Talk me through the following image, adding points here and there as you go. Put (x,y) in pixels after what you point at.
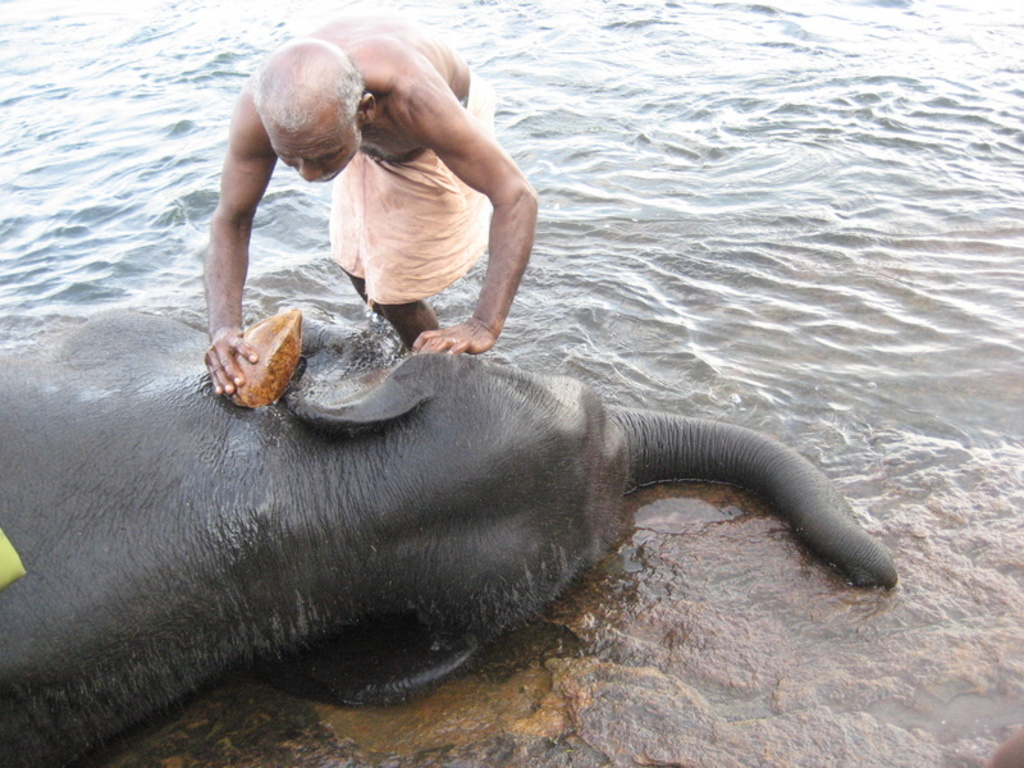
Here we can see an old man (378,182) and in front of him we can see an Elephant (50,720) lying and you can see water (873,54) behind them he is probably washing the elephant (246,481).
